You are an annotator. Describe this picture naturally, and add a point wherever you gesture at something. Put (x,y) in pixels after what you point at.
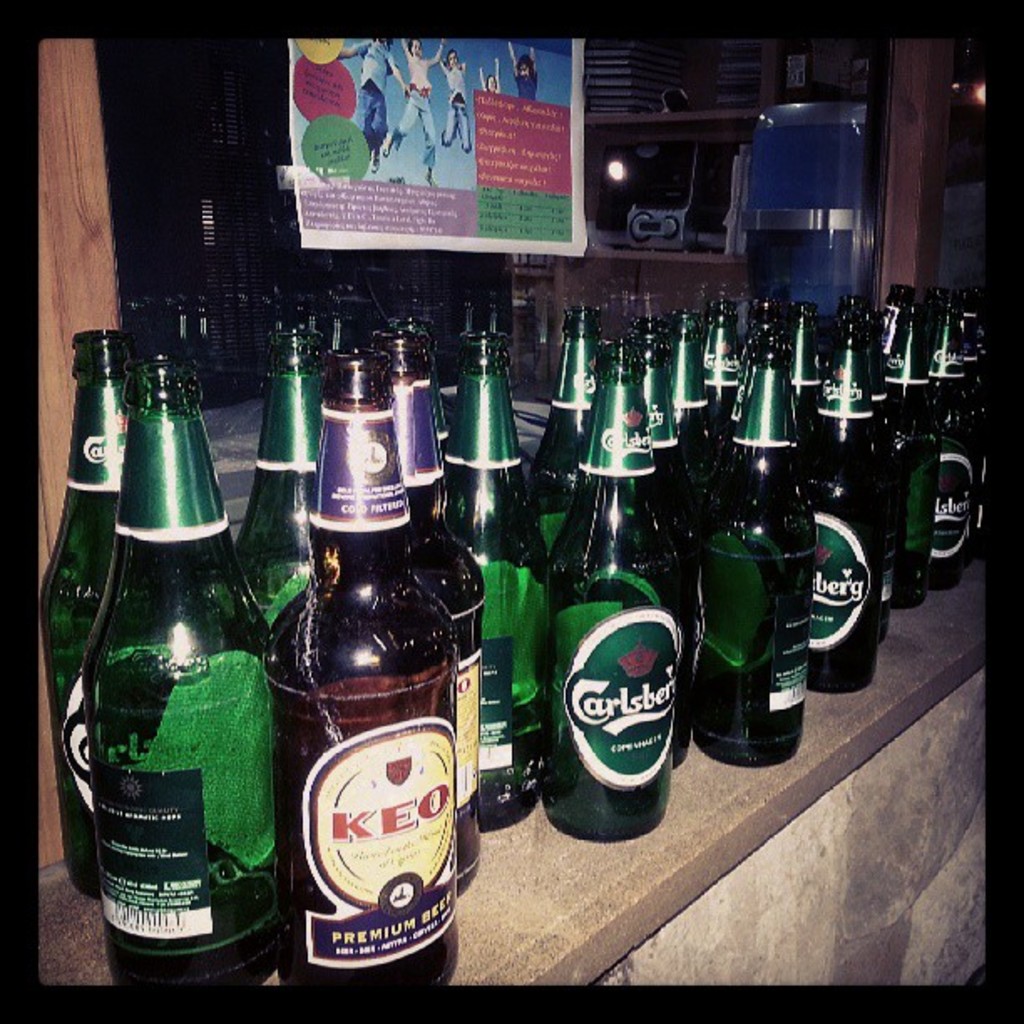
In this image there are many bottles (276,518) on the counter (519,927). in the background (338,145) there is a banner (460,115) and a glass wall (447,281).
